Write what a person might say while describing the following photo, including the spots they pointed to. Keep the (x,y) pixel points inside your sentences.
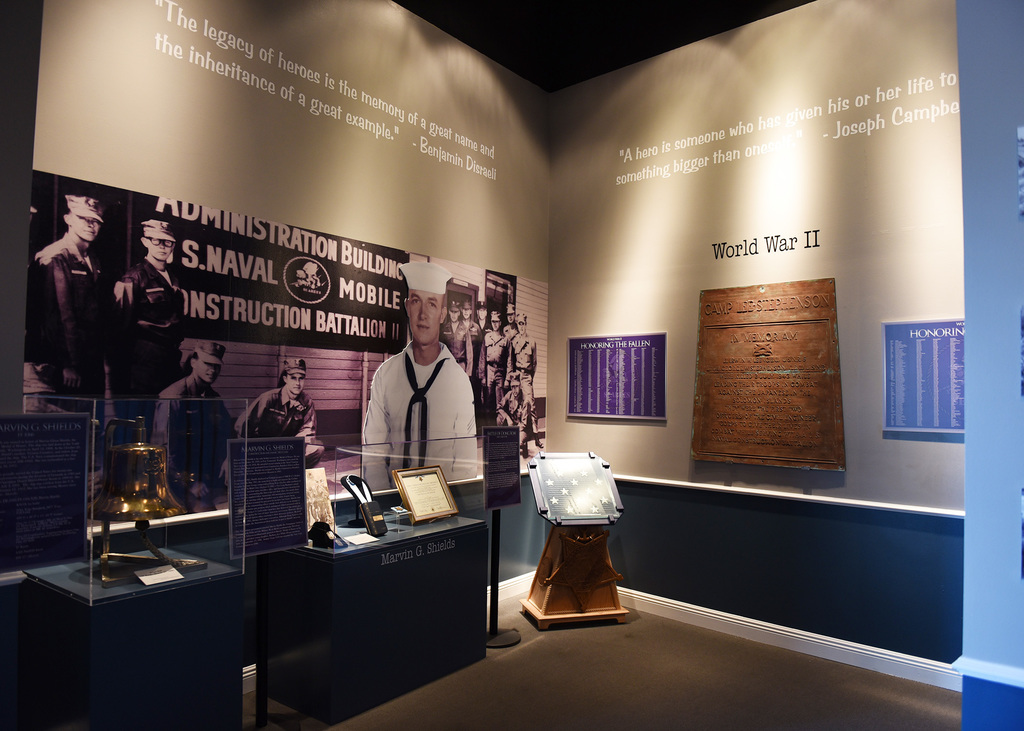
It is a museum (423,302) and inside the museum (774,286) there are many ancient things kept in display and there is a banner (46,330) behind those objects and some quotations (232,73) were written on the walls (707,176) behind the objects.
